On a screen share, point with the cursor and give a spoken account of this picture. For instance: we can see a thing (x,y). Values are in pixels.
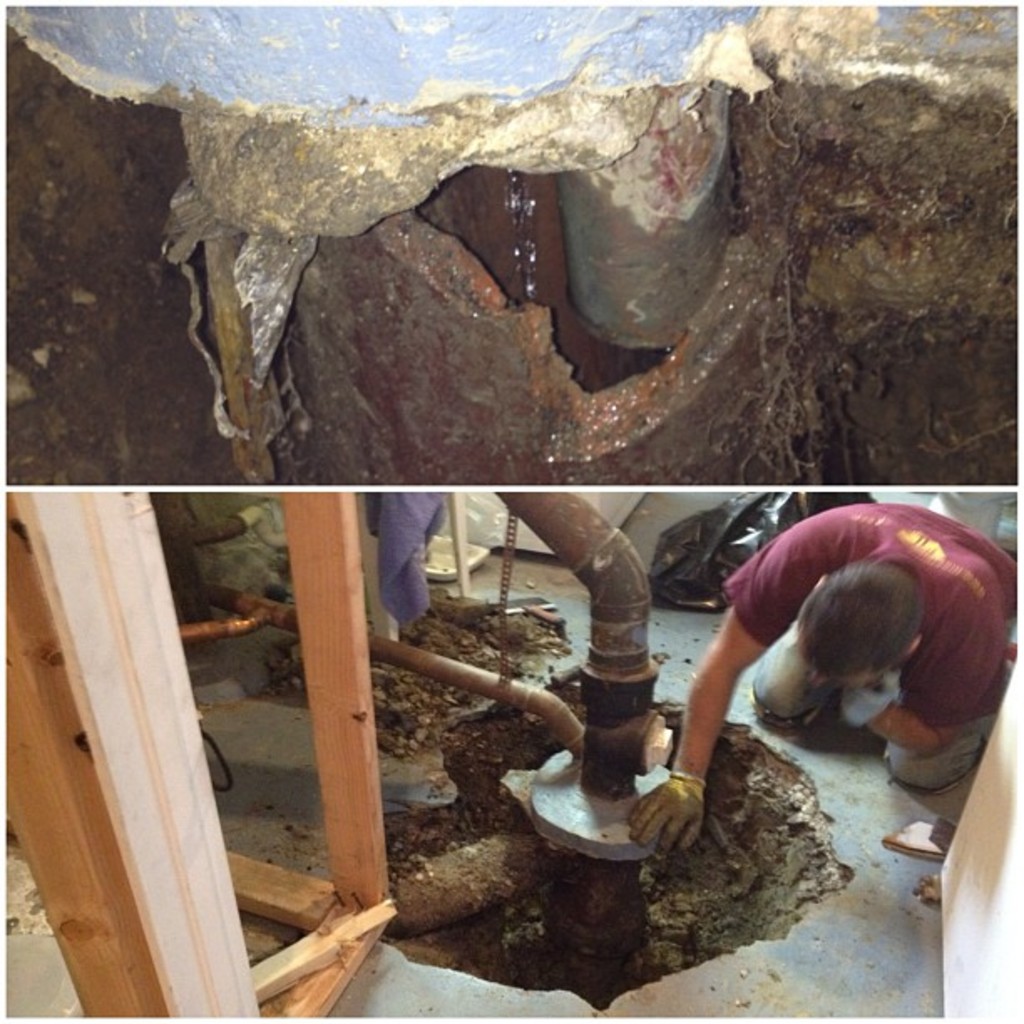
In the image I can see the collage pictures in which there is the picture of a pipe line (542,404) and in the other picture there is a person (892,693) who is doing something with the pipeline (420,876).
